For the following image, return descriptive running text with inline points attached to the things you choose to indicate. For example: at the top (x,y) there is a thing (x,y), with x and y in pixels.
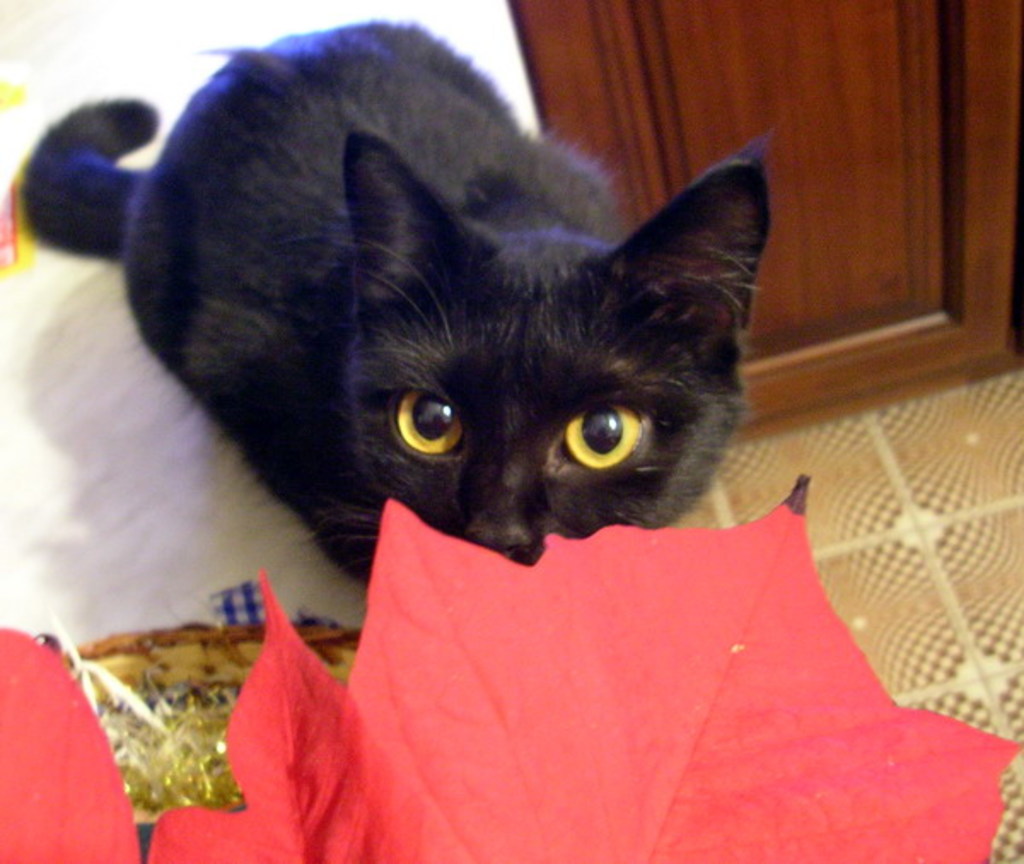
In the center of the image (500,344), we can see a cat (433,348) and in the foreground (419,612), there are leaves (231,742) and we can see some other objects (154,688) and there is a door (776,177). At the bottom (899,602), there is a floor (899,602).
